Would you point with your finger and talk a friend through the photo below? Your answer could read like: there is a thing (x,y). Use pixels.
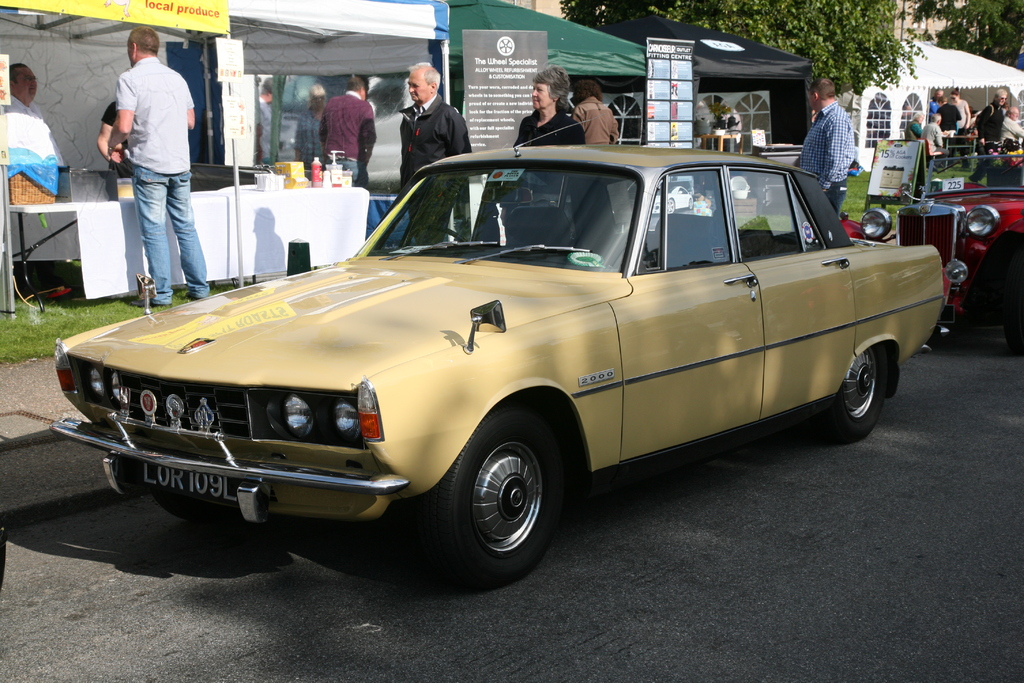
In this image there is a car (633,306), there is a road (721,558), there is a person (156,145) standing, there are tents (584,38), there are trees (854,16), there is a banner (671,54), there are objects (317,171) on the table (293,205).
